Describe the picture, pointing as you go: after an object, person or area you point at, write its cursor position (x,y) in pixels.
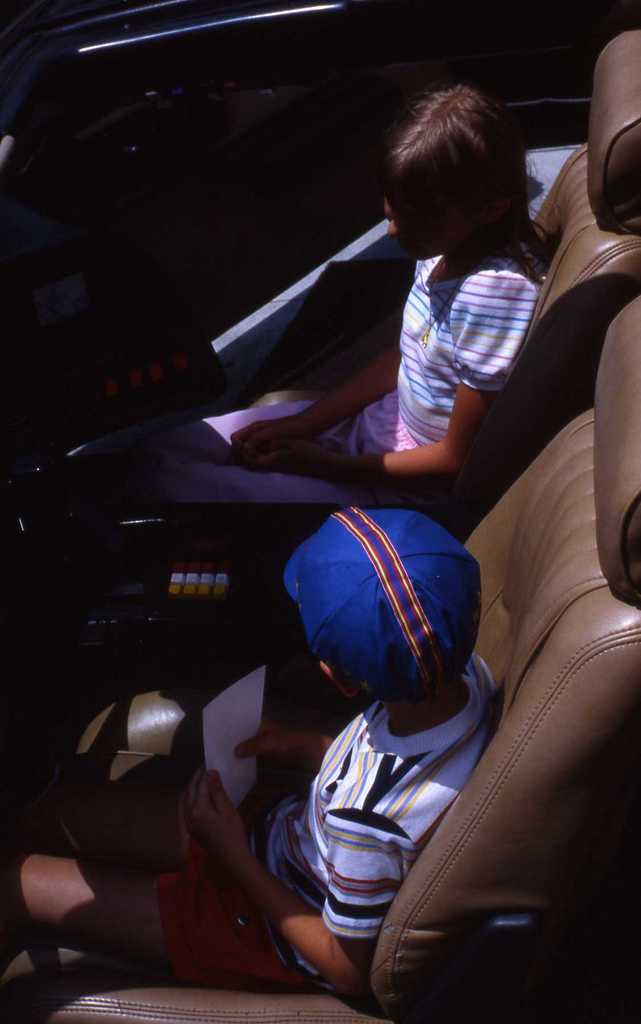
In this picture we can see two persons (432,348) are sitting on chairs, a person (392,780) in the front (364,572) is holding a paper (239,727) and wearing a cap (406,591).
